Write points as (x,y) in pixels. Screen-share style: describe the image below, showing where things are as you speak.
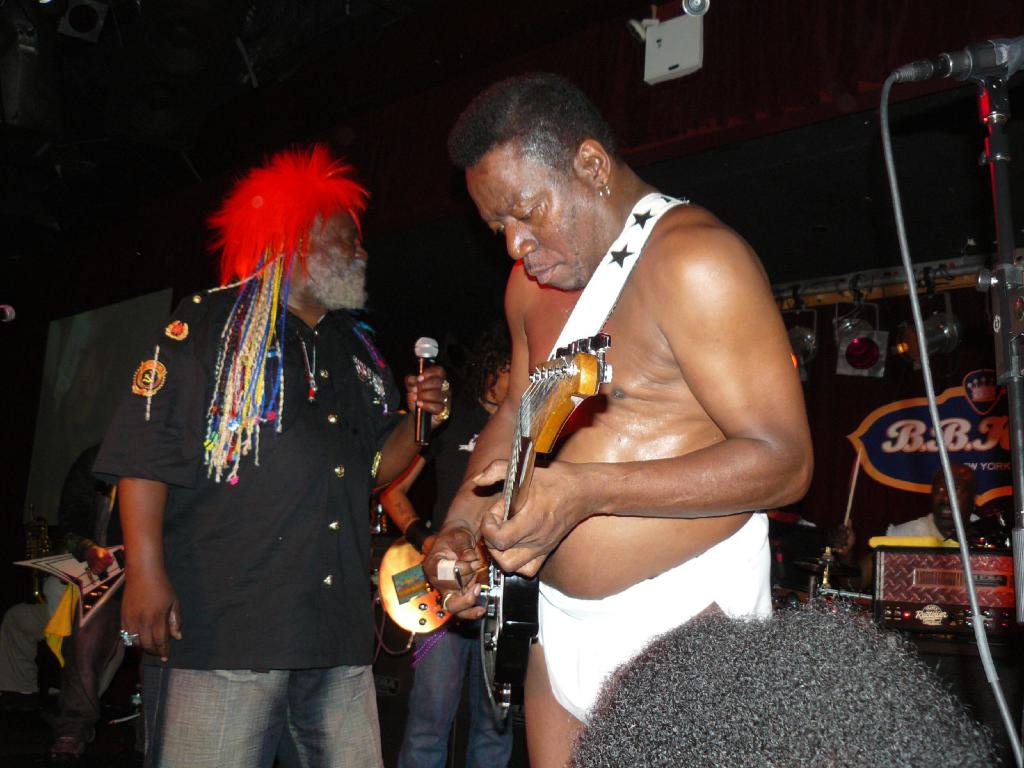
This man (375,479) is holding a mic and wore black shirt (276,484). This man (512,418) is playing a guitar (512,618). Far this person (938,521) is sitting on a chair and playing this musical instruments (820,555). On top there are focusing lights (854,333). This person (98,533) is sitting and playing a guitar (97,586). Backside of this person (296,563) other person (498,388) is standing and playing a guitar (422,615).
